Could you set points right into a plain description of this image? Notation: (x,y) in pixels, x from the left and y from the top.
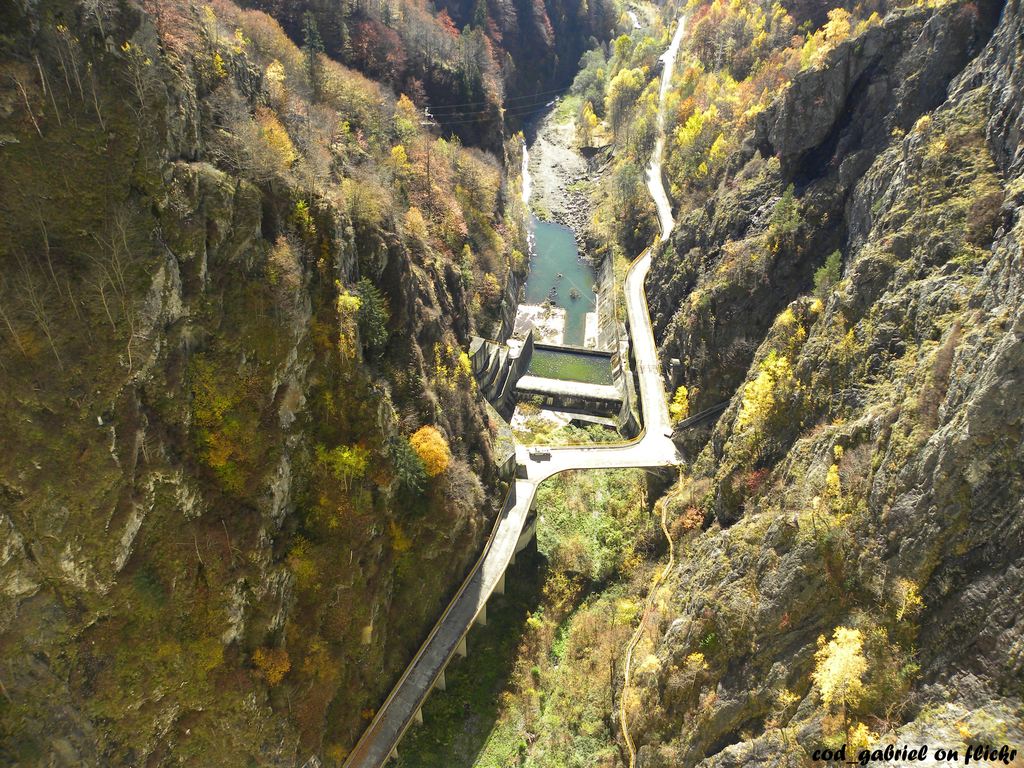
In this picture we can see a few rocks (165,223) on the right (694,596) and left side of the image (315,376). We can see some plants (479,501). There is a water (559,289) and a path (618,460).
